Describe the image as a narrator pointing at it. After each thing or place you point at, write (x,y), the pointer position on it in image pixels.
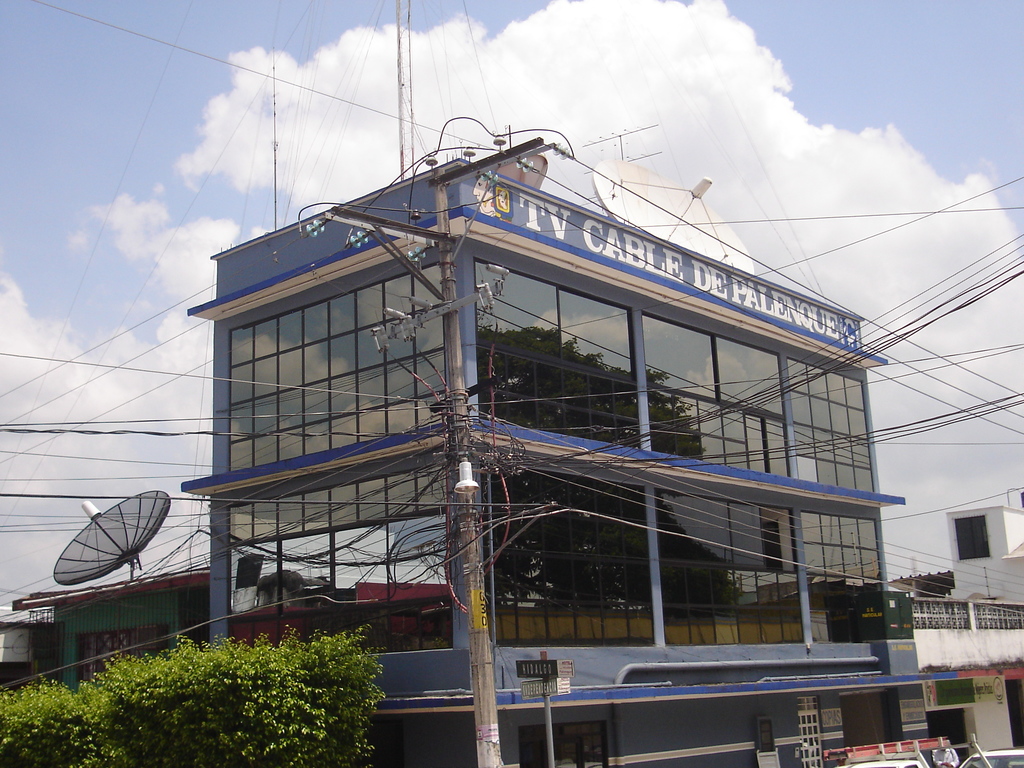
In this image, we can see a building (641,278), we can see some green trees (206,686), at the top (983,182) we can see the sky (917,109) and some clouds (577,85).
